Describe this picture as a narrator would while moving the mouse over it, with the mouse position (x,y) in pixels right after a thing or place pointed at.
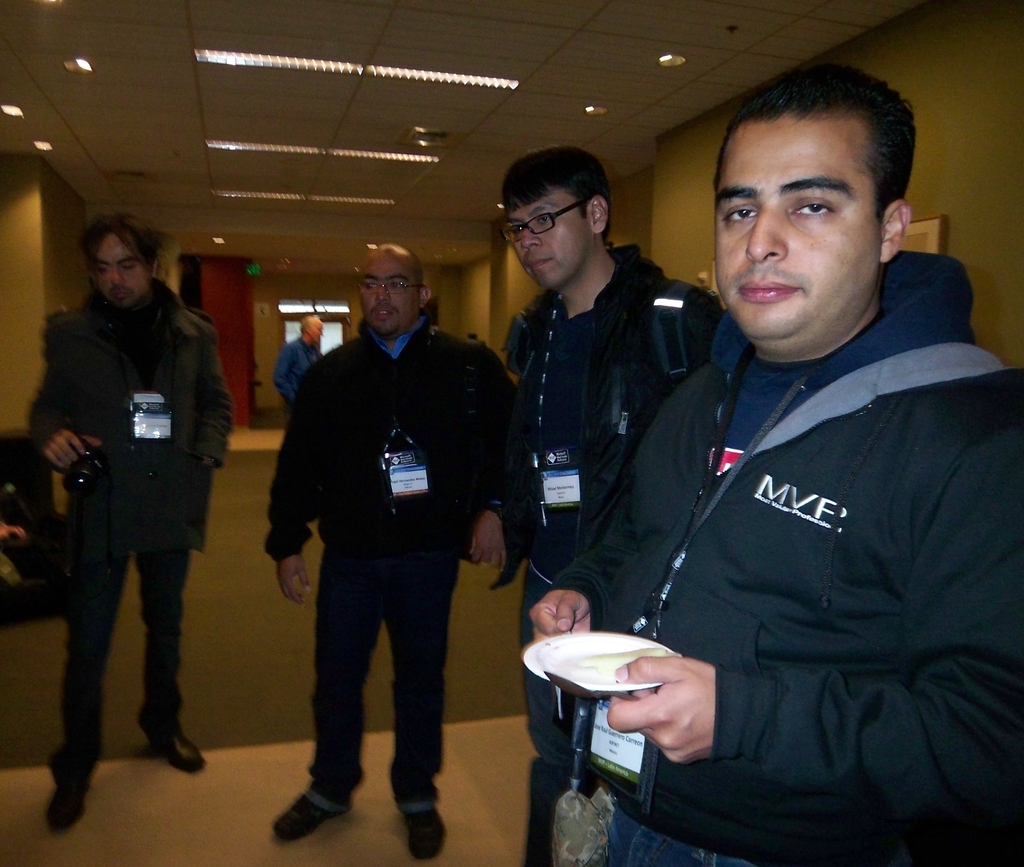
In this picture I can see the people (387,427) standing on the surface (274,769). I can see a person (144,419) holding the camera (98,461) on the left side (103,456). I can see light arrangements (366,151) on the roof (370,250).
